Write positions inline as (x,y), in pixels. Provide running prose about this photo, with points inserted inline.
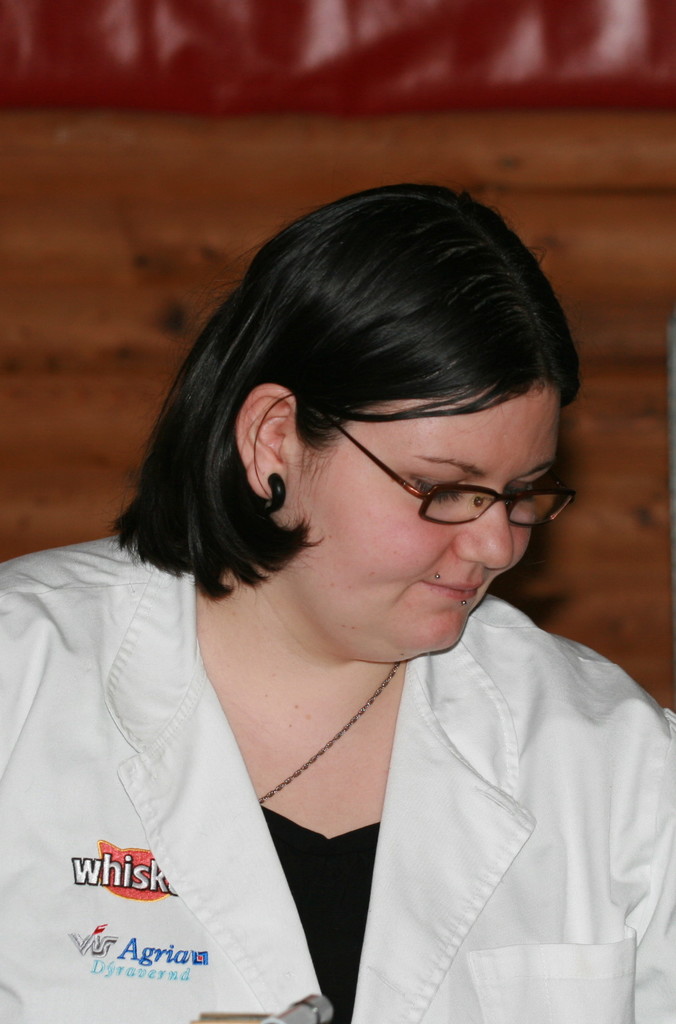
In this picture I can see there is a woman (231,748), she is smiling and looking at the ground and she is wearing a white coat (465,824) and there is some logo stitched on it. There is a red surface (229,81) in the backdrop (342,54).
